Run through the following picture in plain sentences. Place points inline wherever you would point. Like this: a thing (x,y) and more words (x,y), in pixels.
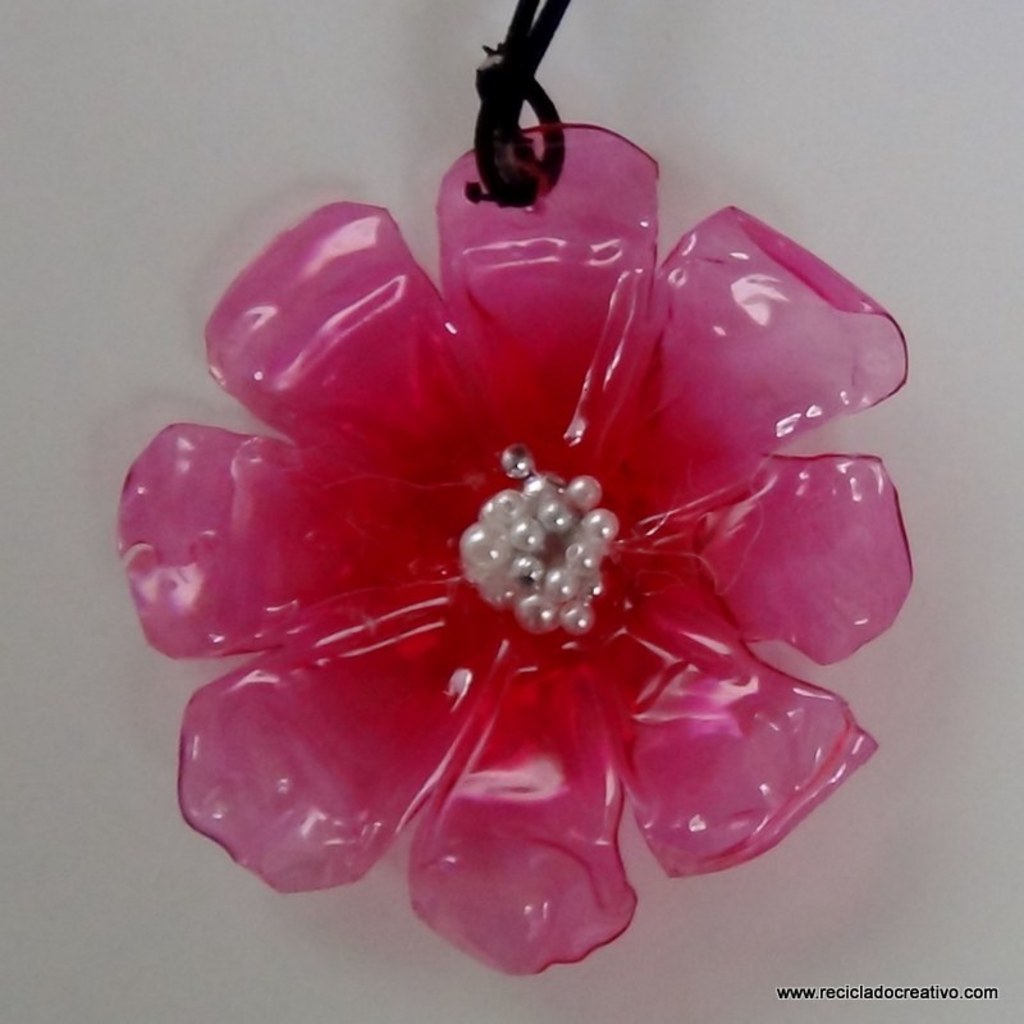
As we can see in the image there is a plastic flower (509,509) and wall (61,659).
